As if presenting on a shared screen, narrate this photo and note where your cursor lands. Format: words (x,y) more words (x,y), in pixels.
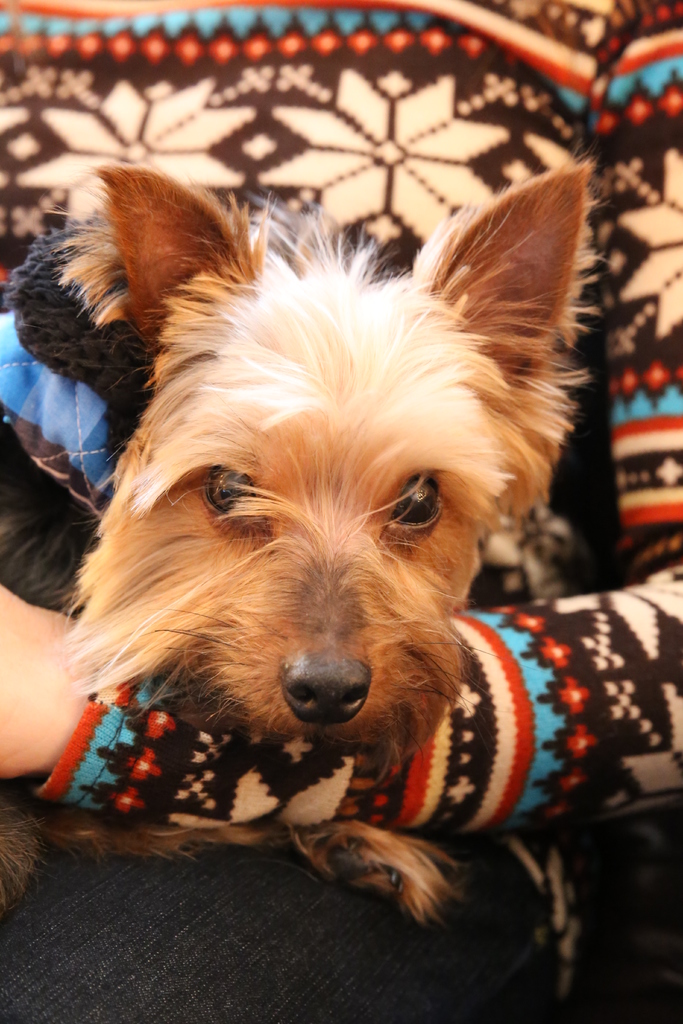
In this image there is one person (96,759) holding a dog (311,459) as we can see in middle of this image (385,610).
